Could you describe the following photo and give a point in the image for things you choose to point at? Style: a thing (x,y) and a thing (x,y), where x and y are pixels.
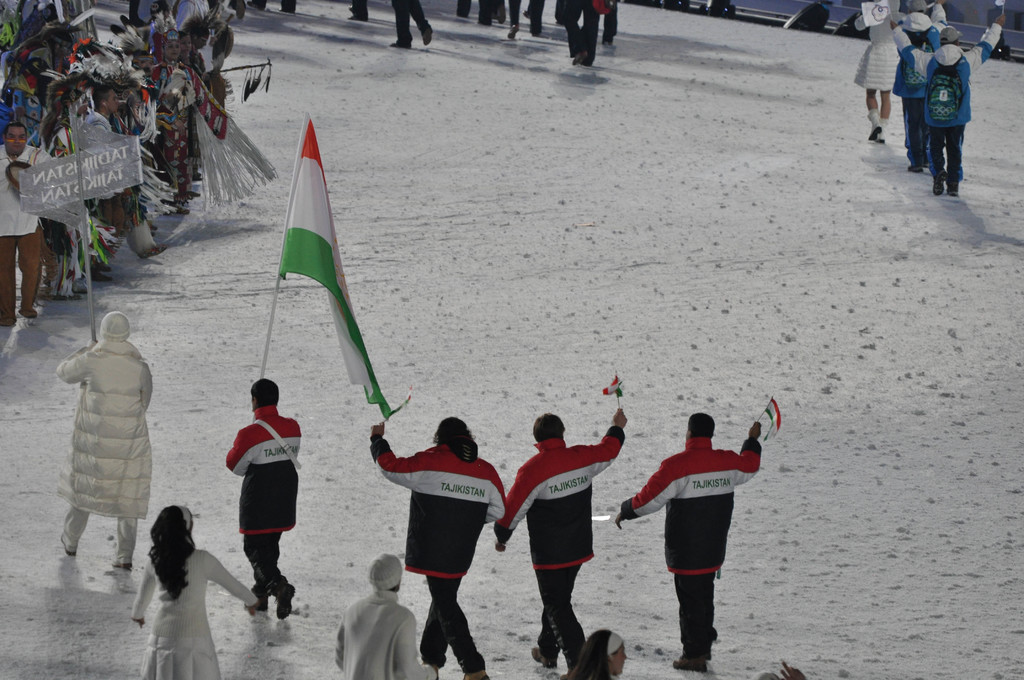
In this picture there are group of people (523,465) walking in the foreground (569,490) and there is a person (278,528) holding the flag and walking and there is a person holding the placard (63,189) and walking. At the back (6,314) there are group of people (146,20) standing and there are group of people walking and there are objects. At the bottom (938,456) it looks like snow (851,204).
